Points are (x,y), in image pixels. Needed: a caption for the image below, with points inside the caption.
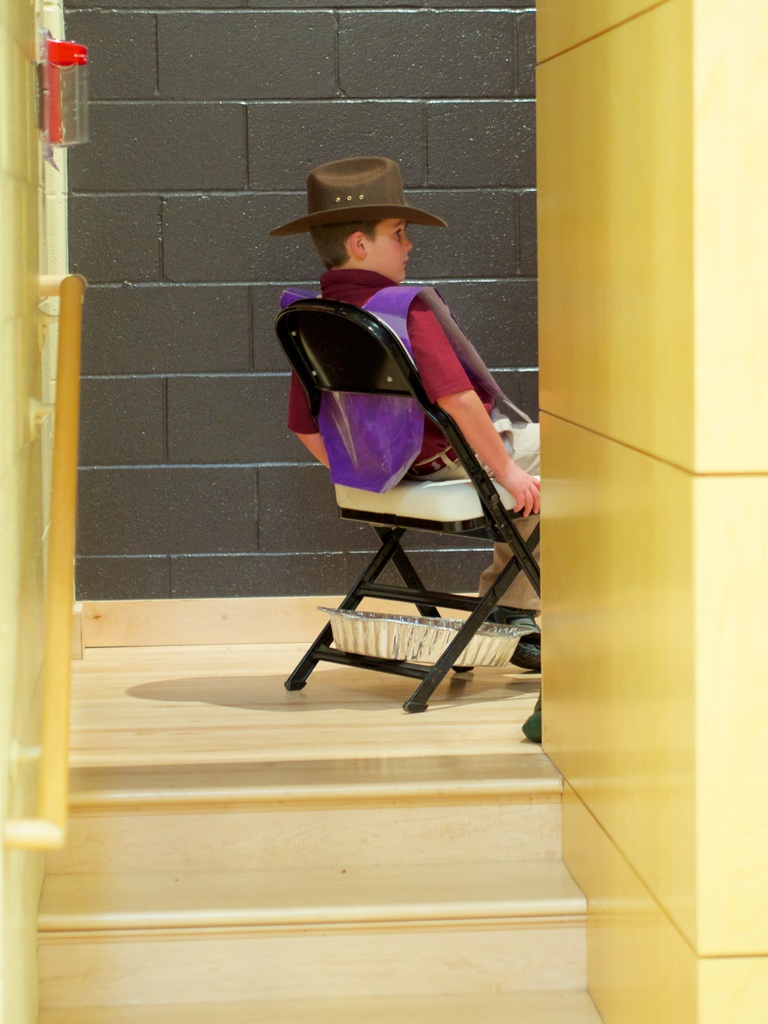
In this image i can see a boy (422,301) sitting on a chair (458,597) and 2 stairs (329,838). In the background (197,281) i can see a wall (226,180) made of bricks (272,111).
